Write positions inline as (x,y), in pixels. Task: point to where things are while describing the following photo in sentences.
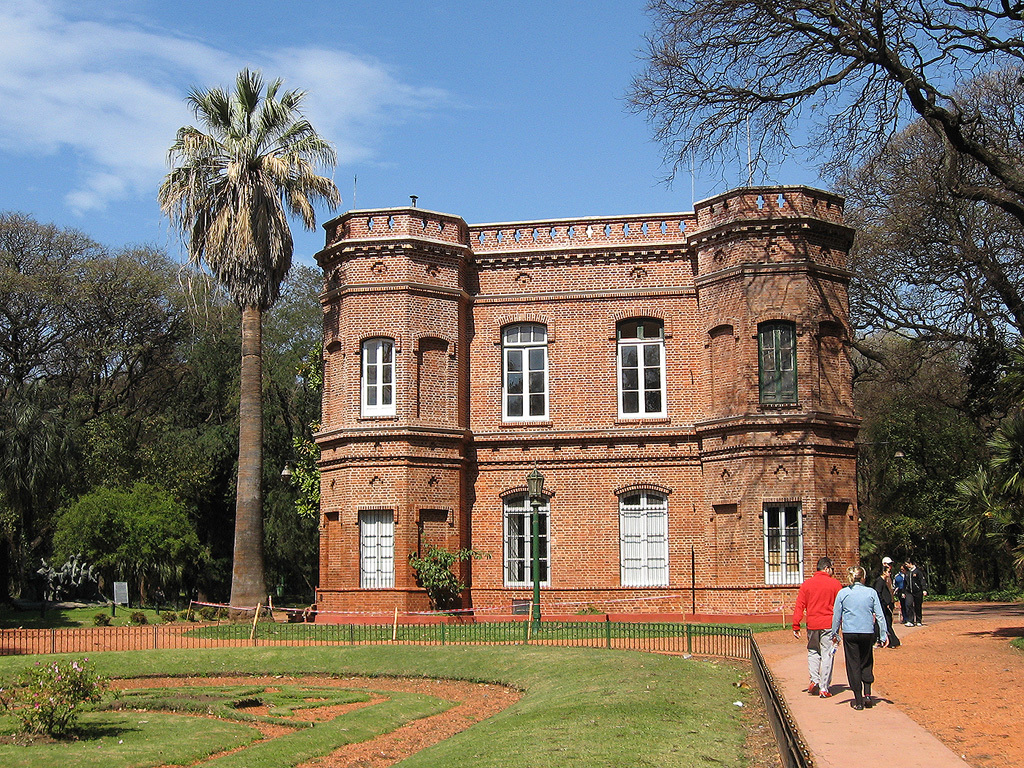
In this image there is the sky (525,76) towards the top of the image (495,86), there are clouds (391,66) in the sky (285,43), there is a building (586,356), there are windows (522,538), there is a pole (537,583), there is a street light (536,476), there are a group of persons (865,600) walking, there are trees (957,243) towards the right of the image (963,236), there are trees (145,381) towards the left of the image (190,346), there is a fence (66,651) towards the left of the image (84,630), there is a fence (775,703) towards the bottom of the image (791,748), there is grass (589,734) towards the bottom of the image (324,749), there is a plant (78,709) towards the left of the image (79,692).
